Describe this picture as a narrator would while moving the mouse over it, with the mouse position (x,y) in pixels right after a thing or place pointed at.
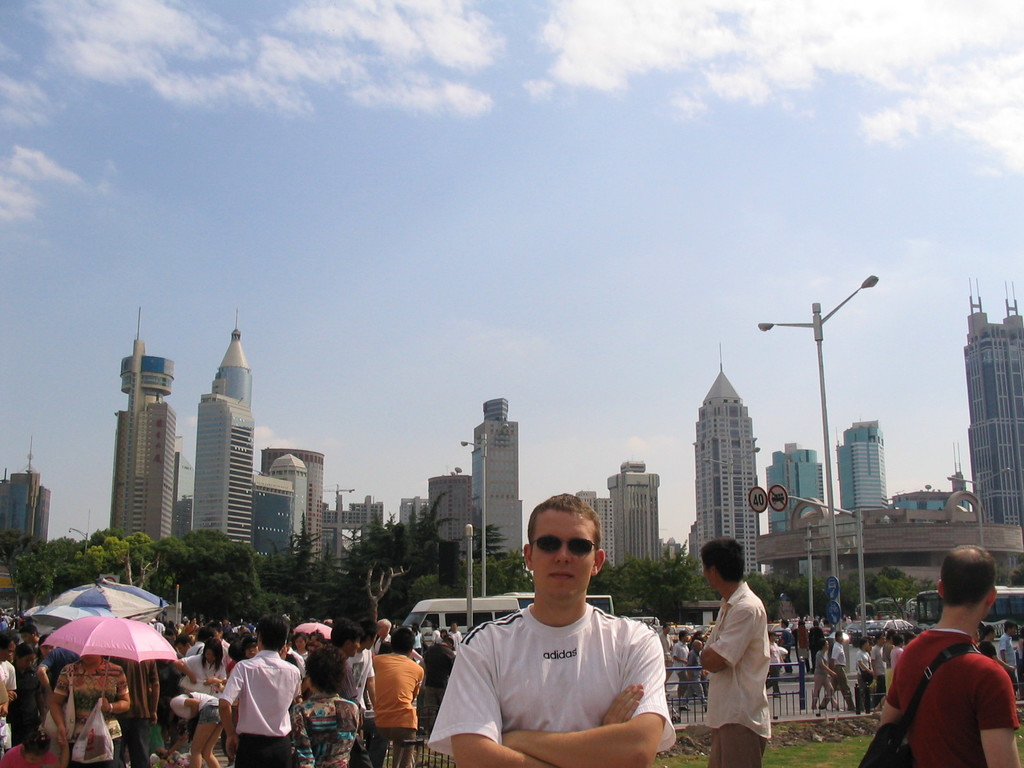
In the picture we can see a man (581,758) standing in a white T-shirt (440,745) and behind him we can see many people (436,654) are standing and in the background (309,575), we can see the pole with lights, trees (351,603), buildings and the sky (481,342) with clouds (822,21).
